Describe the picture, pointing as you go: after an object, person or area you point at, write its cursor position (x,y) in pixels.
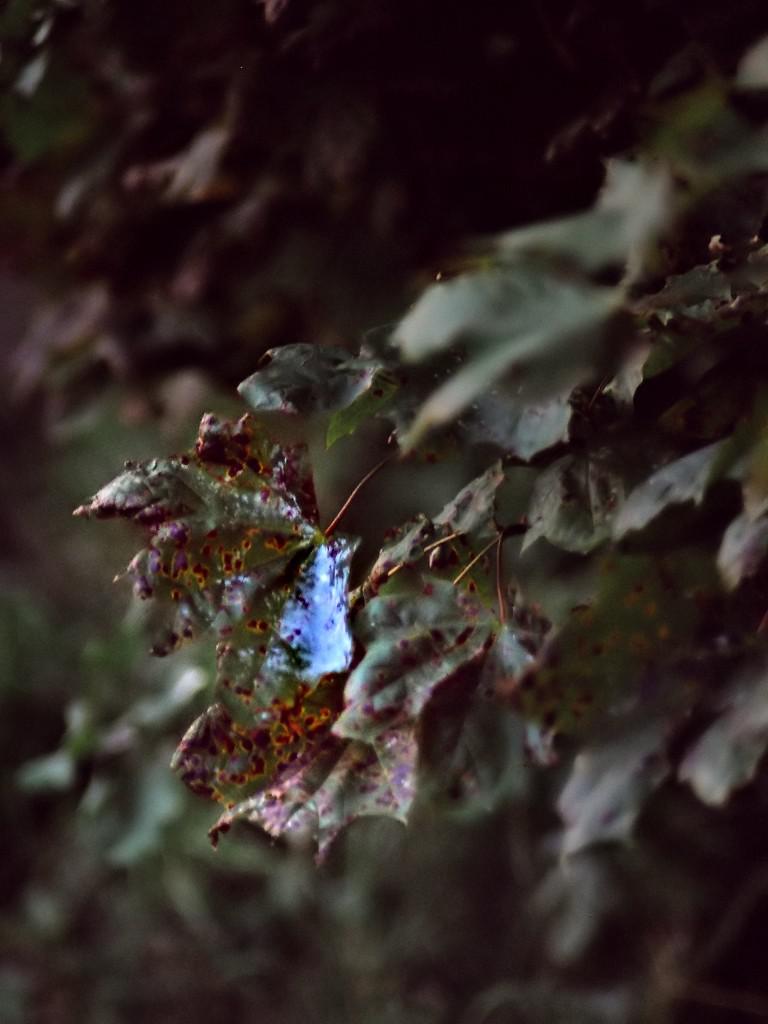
There are spots (253,464) on the leaves (571,505) of a tree (600,487). In the background (271,842), there are trees (80,646).
